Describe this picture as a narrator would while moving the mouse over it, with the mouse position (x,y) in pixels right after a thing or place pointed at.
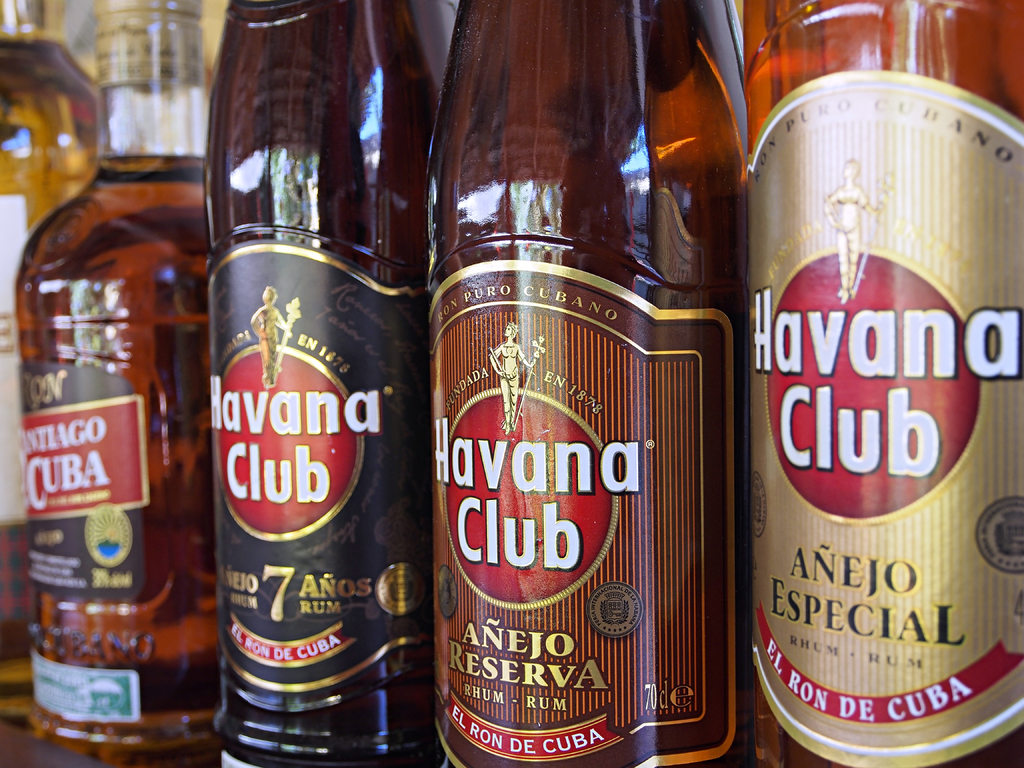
In this image there are a few bottles (432,503) with some drink (54,202) arranged in the shelf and some labels (276,520) attached to each bottle (590,392).
